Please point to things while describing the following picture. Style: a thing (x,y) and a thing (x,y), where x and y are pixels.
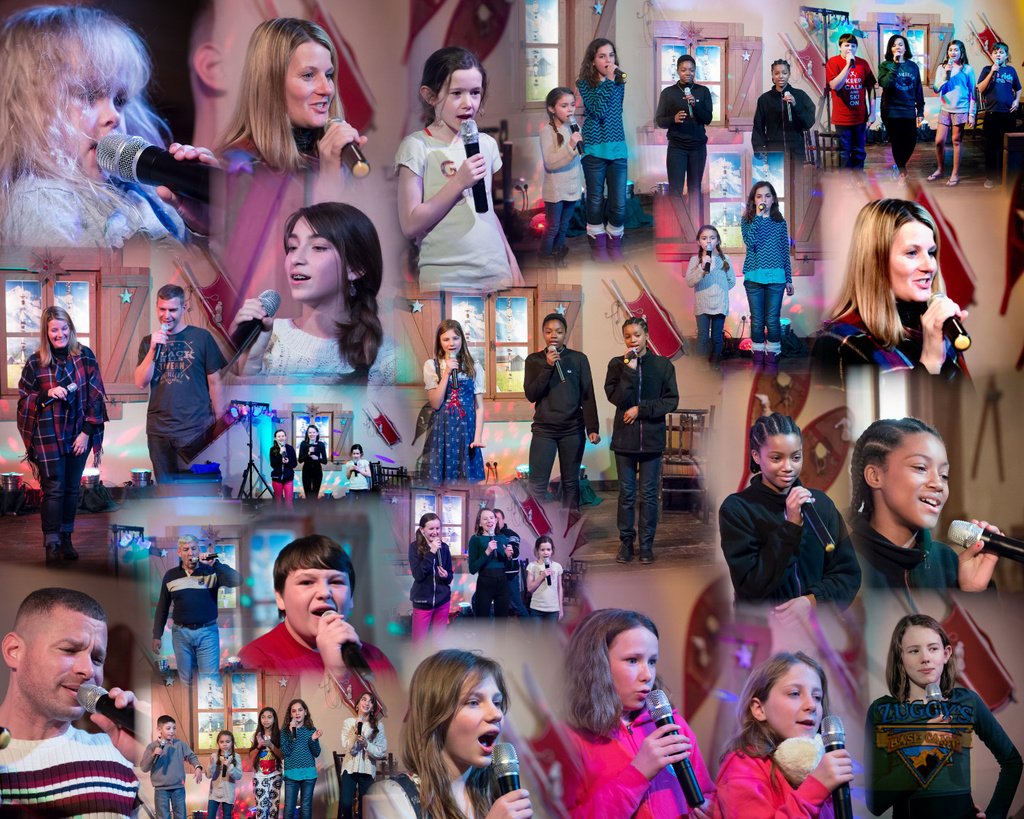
In this given picture, there are the pictures (765,82) of the singers (780,292) altogether, it is like a album (324,73) of the photos (571,588).
